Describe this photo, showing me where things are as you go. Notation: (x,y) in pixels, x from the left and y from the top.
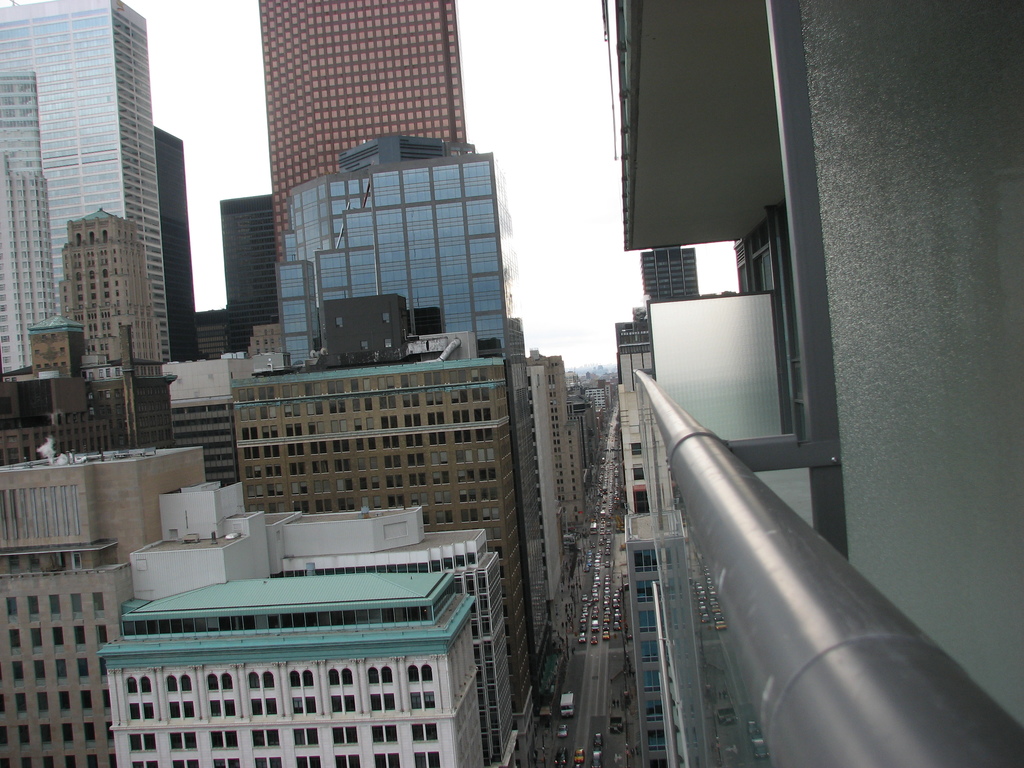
On the left side (113,508) there are buildings (309,581), windows (329,273), glass doors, poles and other objects (115,457). In the middle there are vehicles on the road (570,747) and poles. On the right side (687,511) there are buildings (675,513), door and in the background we can see the sky (466,26).
